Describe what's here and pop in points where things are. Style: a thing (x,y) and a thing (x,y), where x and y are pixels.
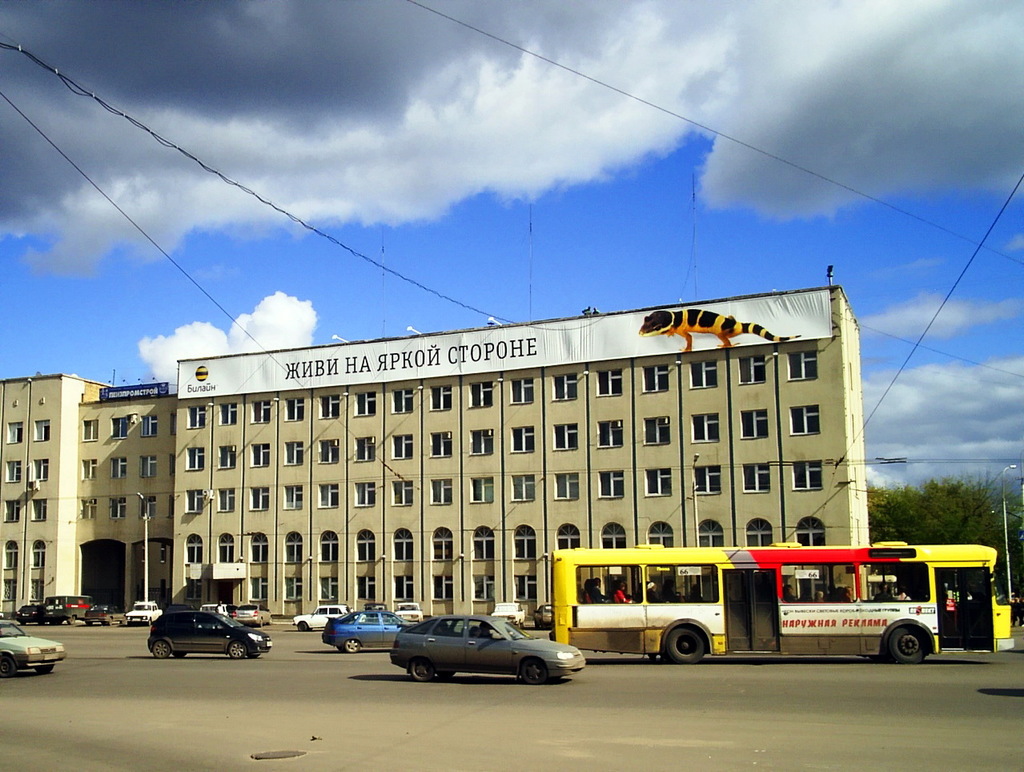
In this image I can see a road (505,745) in the front (248,669) and on it I can see number of vehicles (686,650). I can also see few wires (873,196) in the centre of the image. In the background (71,564) I can see a building (453,422), clouds (917,459), the sky (5,354), a white colour board (578,326) on the building (840,302) and on it I can see something is written. On the right side of the image (899,513) I can see few trees (955,492) and on the both sides of the image I can see two poles (148,551) and two street lights (145,533).
